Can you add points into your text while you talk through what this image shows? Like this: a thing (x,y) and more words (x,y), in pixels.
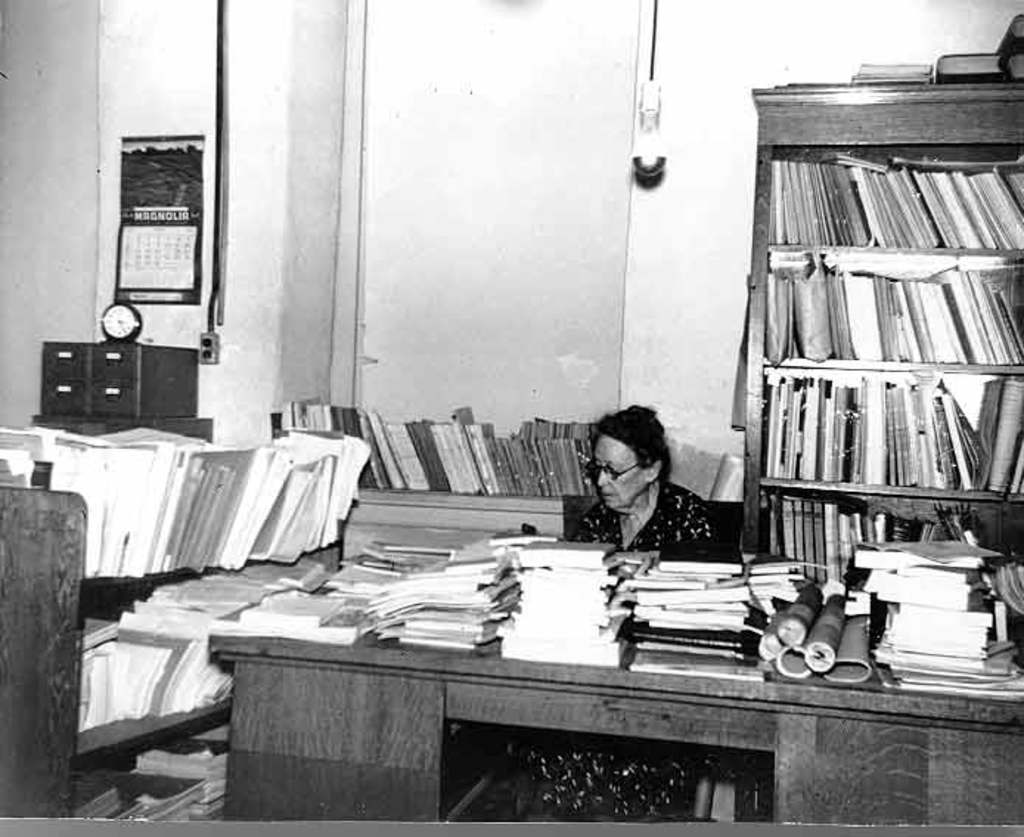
This picture is clicked inside the room (181,658). In the foreground (382,637) we can see a table (371,729) on the top of which books (590,618) and some objects (834,629) are placed and we can see a person (660,515) sitting on the chair (729,513). On the left (225,478) we can see a rack (125,579) containing many books (184,549). In the background (708,80) we can see the wall (687,166), an object (641,137) which seems to be the light (645,138) and we can see a calendar like object (162,193) hanging on the wall (137,101) and we can see a clock (109,326), boxes (122,403) and a cabinet (785,117) containing books (801,554) and we can see the books (387,442) and some objects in the background (530,443).
